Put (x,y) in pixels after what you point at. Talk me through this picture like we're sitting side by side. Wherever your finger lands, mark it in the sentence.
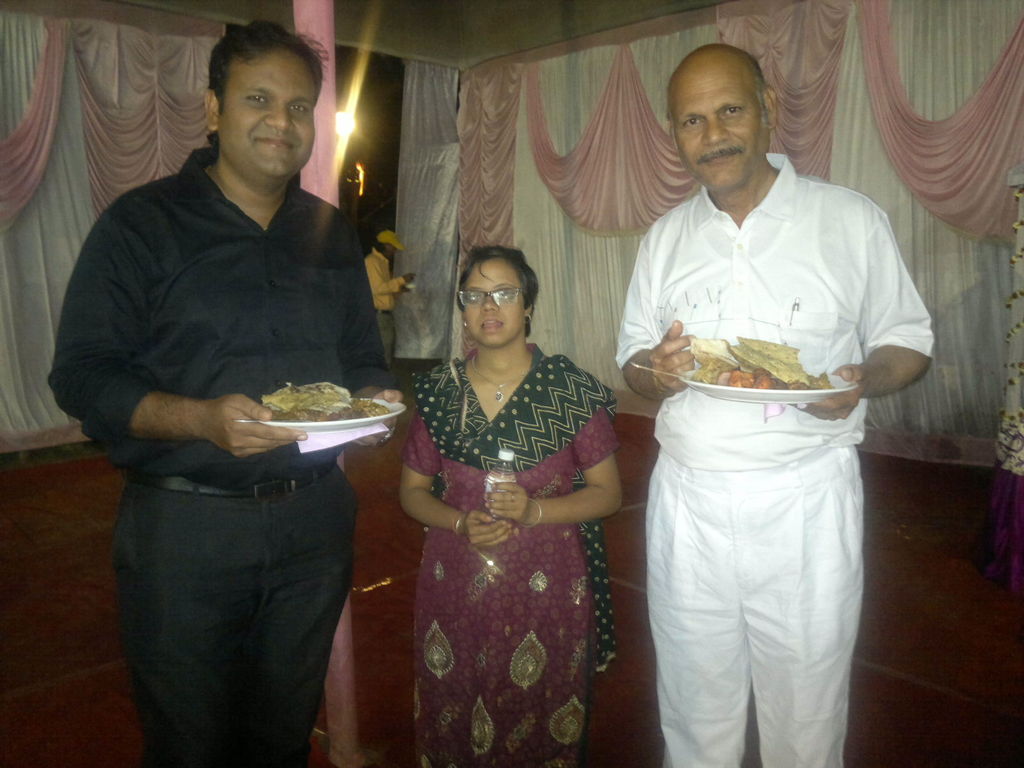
In this picture we can see persons (284,663), two persons (231,714) are holding plates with food items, one woman (591,643) is holding a bottle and in the background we can see curtains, light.
